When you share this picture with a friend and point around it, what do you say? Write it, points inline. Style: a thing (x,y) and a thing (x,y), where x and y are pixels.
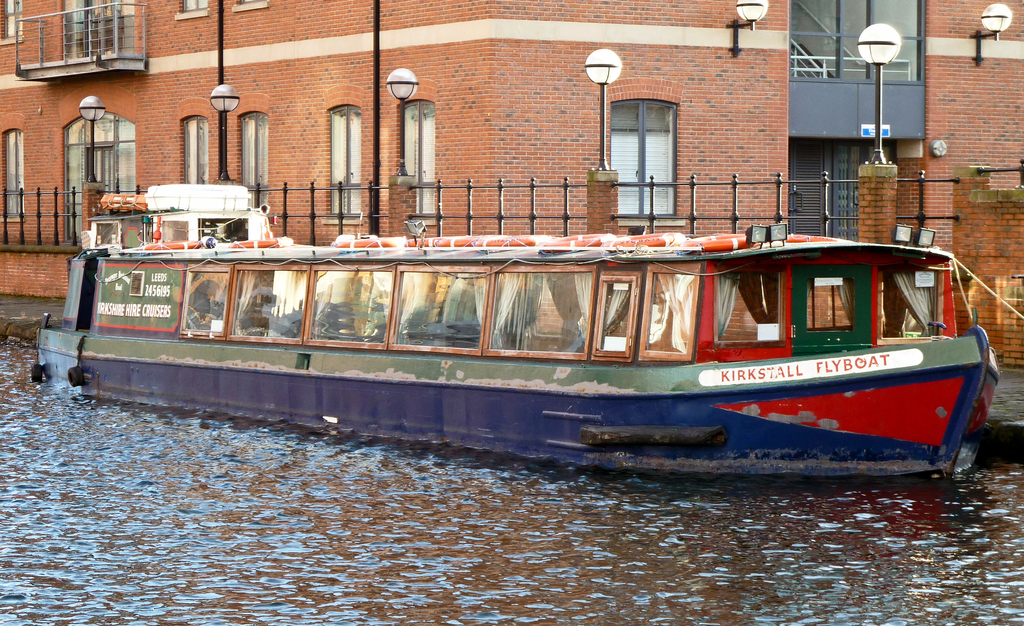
In this image we can a boat (544,430) in the water body (527,490). We can also see some curtains (244,316), ropes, windows (300,331), some text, lights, swimming tubes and tires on a boat (213,366). On the backside (429,192) we can see a building (459,114) with windows (259,118), some street lamps (235,100), a fence (261,203), pillars (402,209) and some poles (375,198).
